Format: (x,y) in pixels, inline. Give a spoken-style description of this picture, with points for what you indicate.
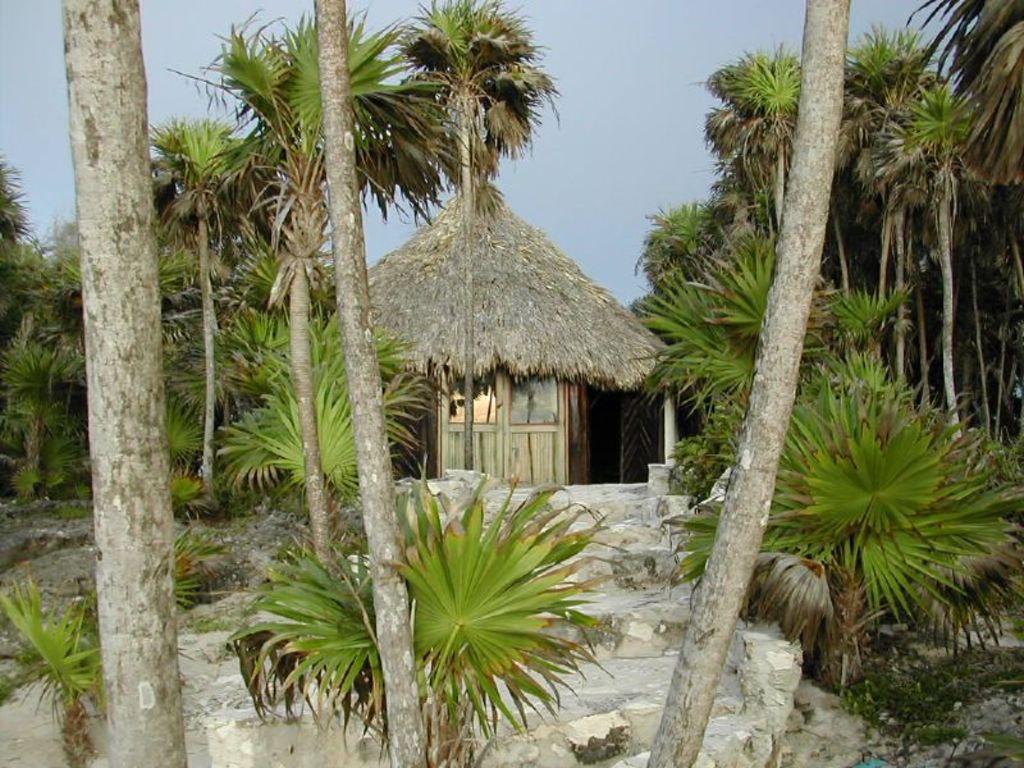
In this picture I can see the trees (381,356). I can see the hut (493,257). I can see the door (543,424). I can see clouds (605,15) in the sky (548,31).
